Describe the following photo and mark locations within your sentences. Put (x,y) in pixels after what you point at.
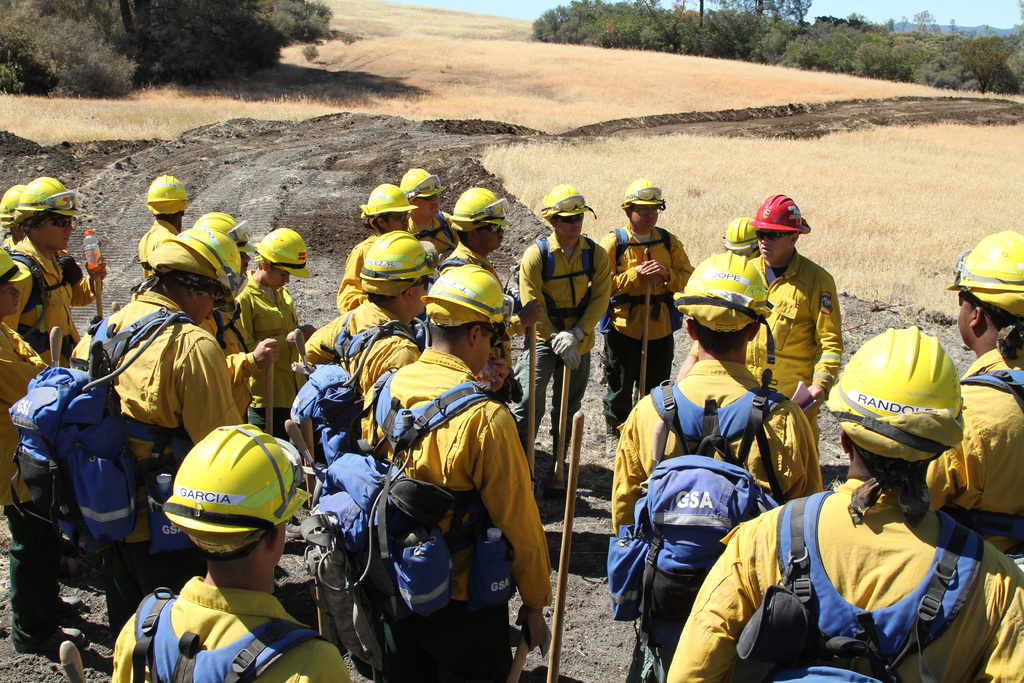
In this image, we can see persons (936,406) wearing bags (412,592) and helmets (948,287). There is a grass (769,165) on the ground (239,124). There are plants (173,48) in the top left (115,46) and in the top right of the image (731,50).
